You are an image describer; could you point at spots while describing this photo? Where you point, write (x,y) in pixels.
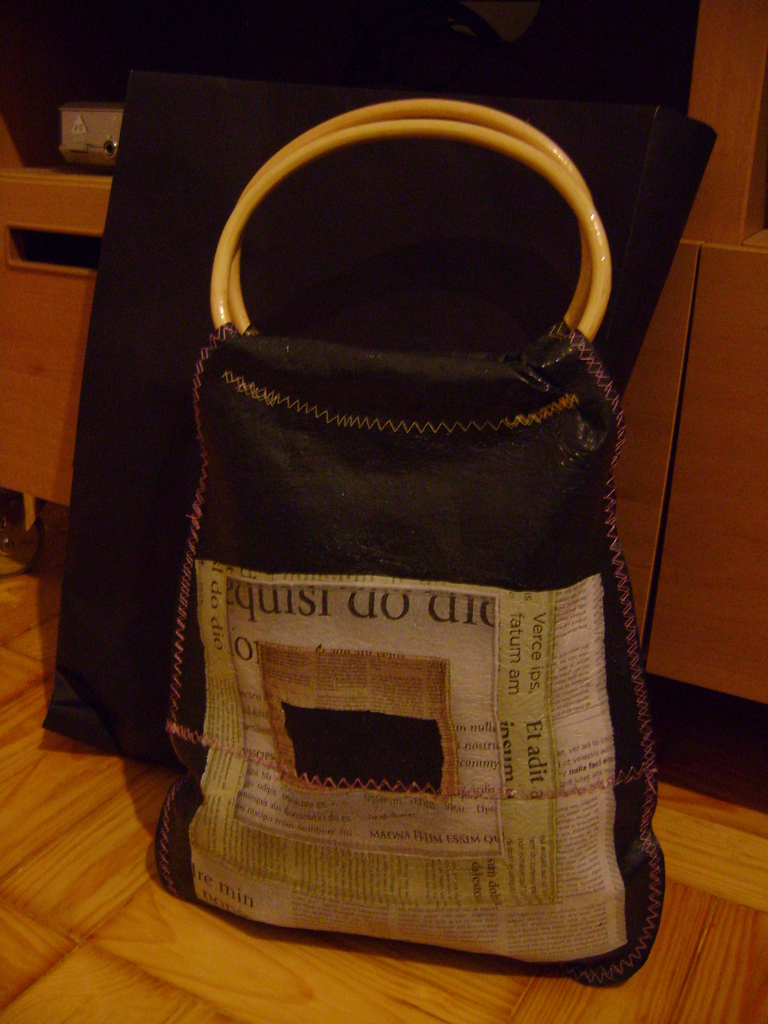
This picture is mainly highlighted with a carry bag (289,673) which is on the floor (670,953). On the background (33,291) we can see cupboards (732,326).
